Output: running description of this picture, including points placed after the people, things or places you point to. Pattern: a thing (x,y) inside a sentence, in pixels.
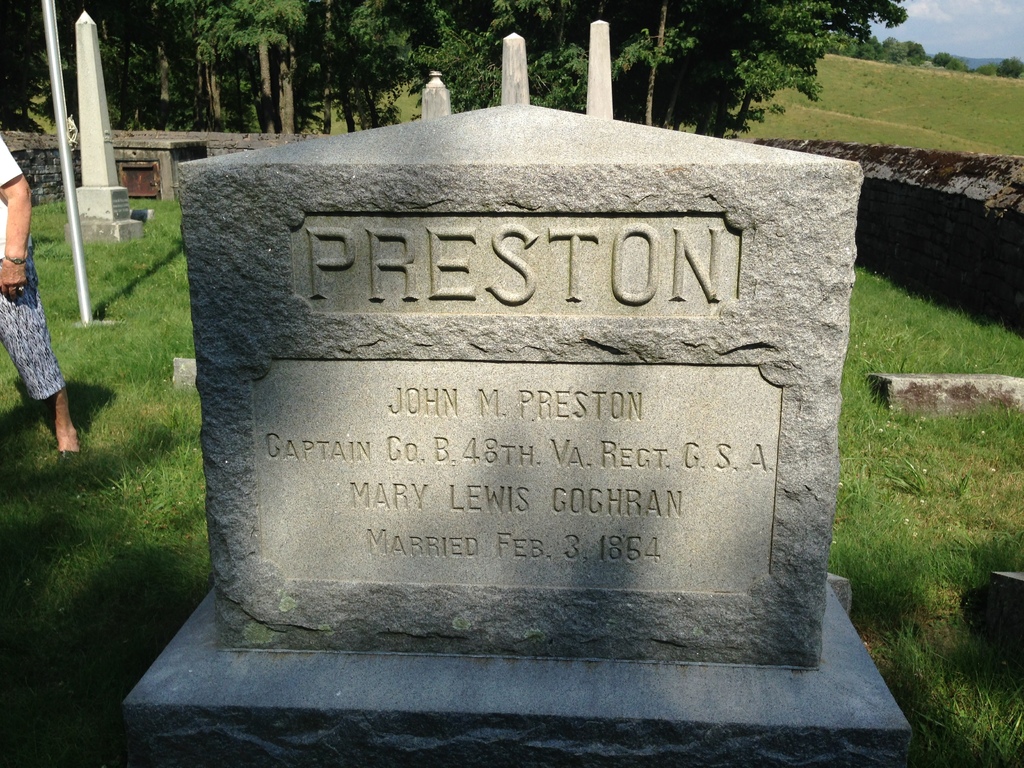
In this image there is a cemetery (453,548) having some text (530,485). Left side (11,251) a person (44,381) is standing on the grassland (74,354) having a pole (63,130) and cemeteries (80,19). Right side (1007,238) there is a wall (867,197). Background (553,31) there are trees (538,35). Right top there is sky (975,37).
